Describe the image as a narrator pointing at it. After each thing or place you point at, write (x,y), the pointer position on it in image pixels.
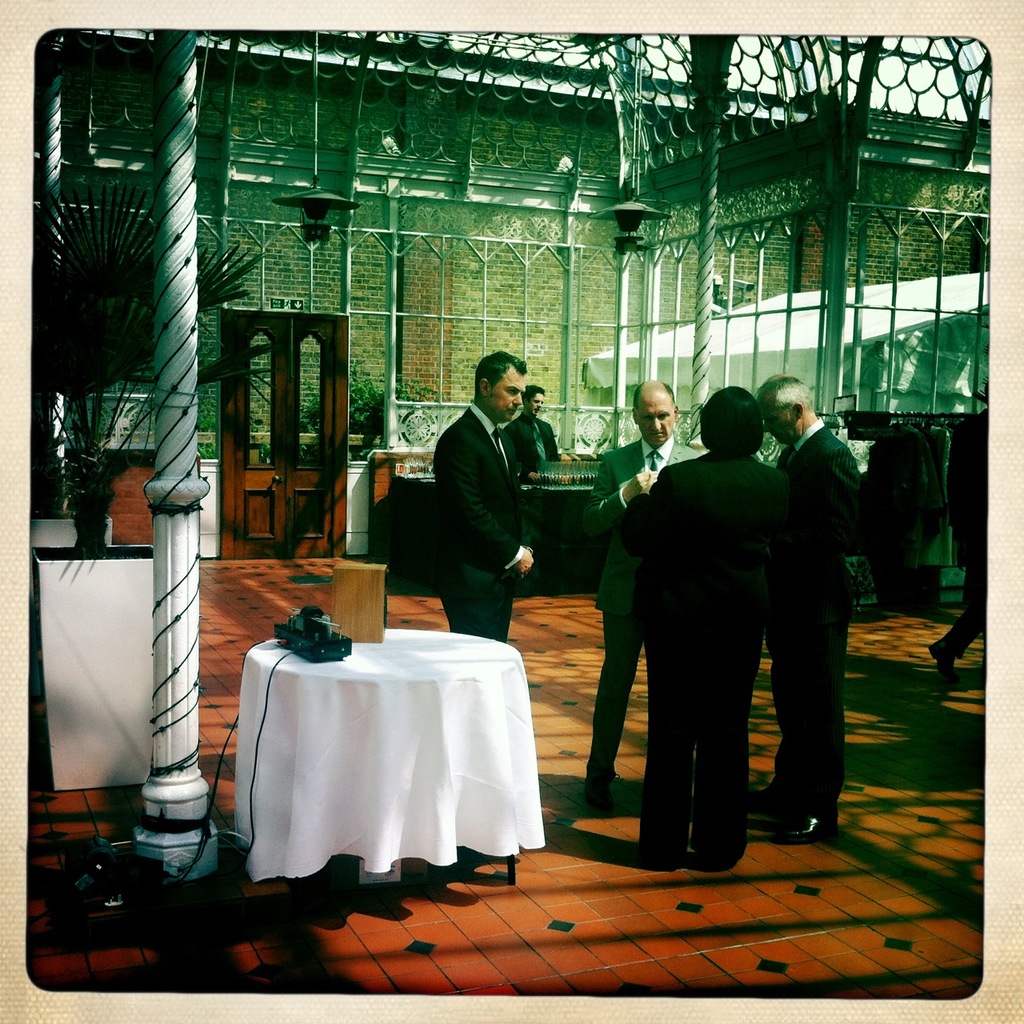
In this picture we can see five persons (664,465) standing and talking and in front of them there is table (426,699) and on table (348,677) we can see device (332,624), box (352,570) and background (334,438) we can see wall (305,301), door (263,320), pillar (173,250), tree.
